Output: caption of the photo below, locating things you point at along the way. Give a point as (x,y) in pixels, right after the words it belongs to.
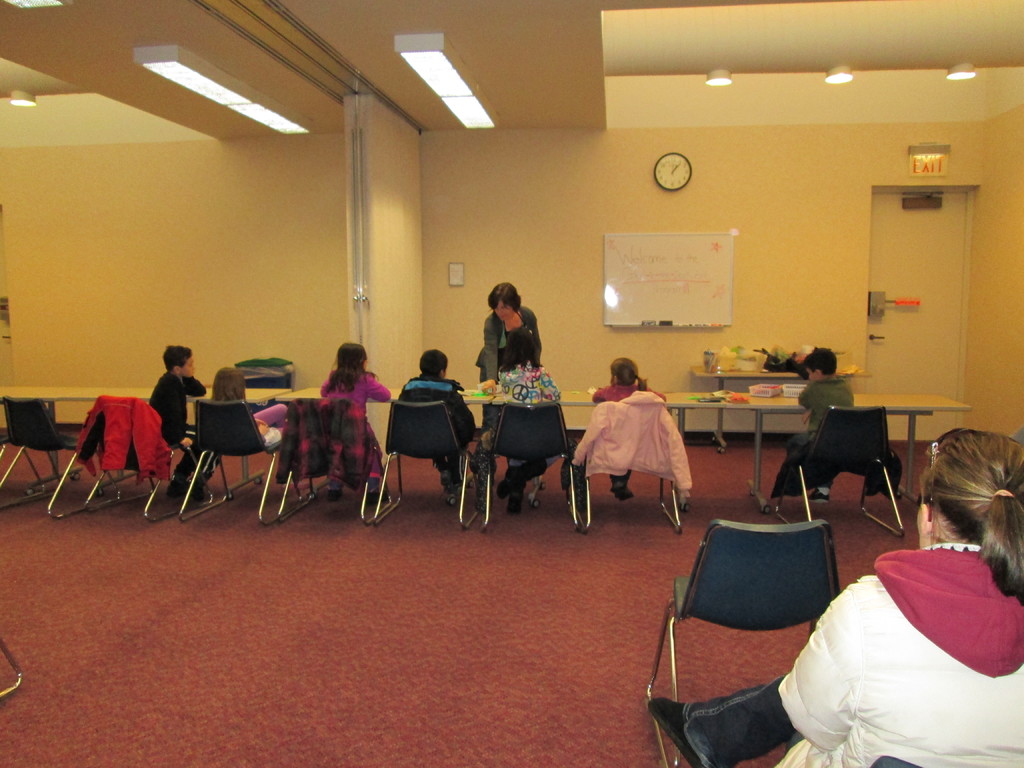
There is one person (906,697) sitting on a chair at the bottom right corner of this image (904,723) and there is a chair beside to this person (908,642). There are some persons (234,387) sitting on the chairs (212,454) and there are some tables (123,390) in the middle of this image (444,401). There is a wall (173,260) in the background (467,274). There is a white color board (642,268) and a wall clock (684,172) attached on this wall (650,219). There are some lights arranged at the top of this image (239,100). There is a floor (398,526) at the bottom of this image (361,656).
